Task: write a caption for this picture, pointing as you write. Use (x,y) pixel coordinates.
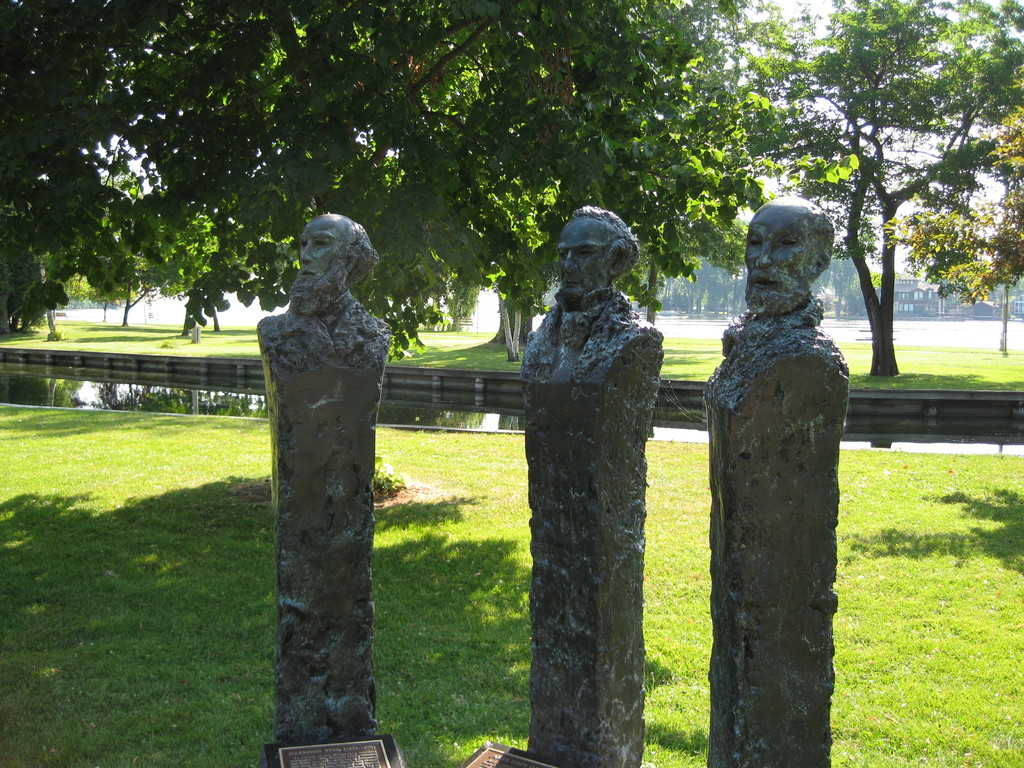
Front of the image we can see statues (779,620) and information boards (394,749). Land (434,767) is covered with grass (850,569). Background (942,290) there is a water (423,405), building (904,312) and trees (655,128).
